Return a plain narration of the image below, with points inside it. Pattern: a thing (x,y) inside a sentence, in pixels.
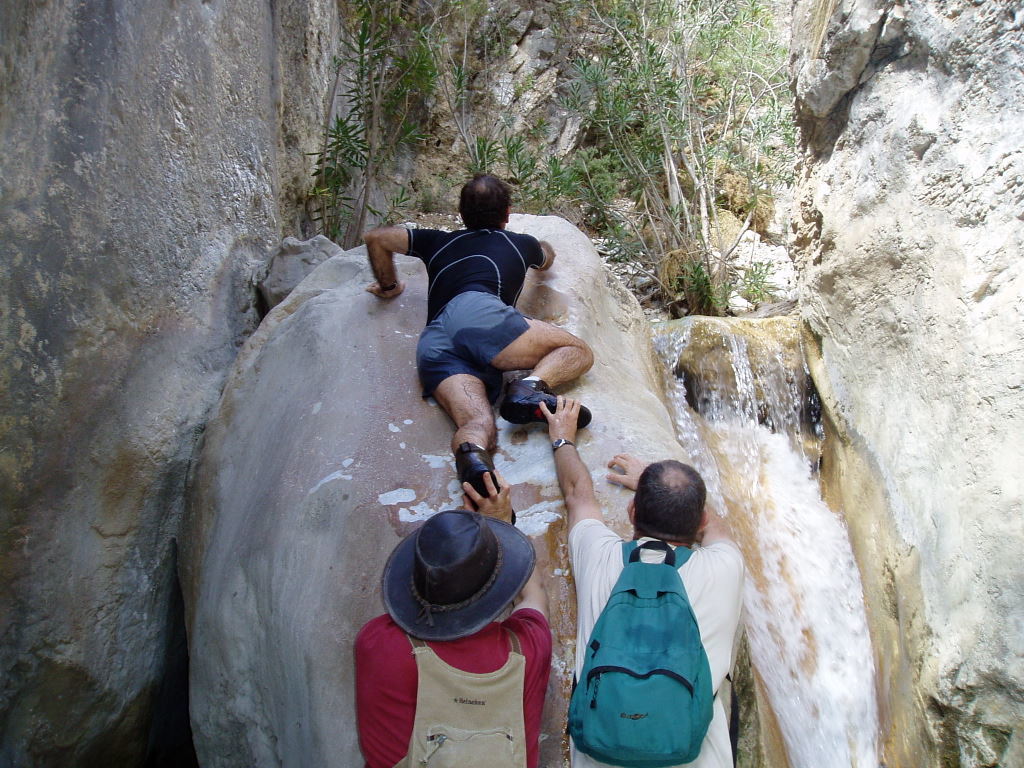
In this image we can see these two persons (443,627) wearing backpacks (599,678) and this person (443,624) wearing hat (516,548) are standing here. This person (480,434) is climbing the rock (414,386). Here we can see the water (841,685), trees (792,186) and the rocks (243,167) on the either sides.
